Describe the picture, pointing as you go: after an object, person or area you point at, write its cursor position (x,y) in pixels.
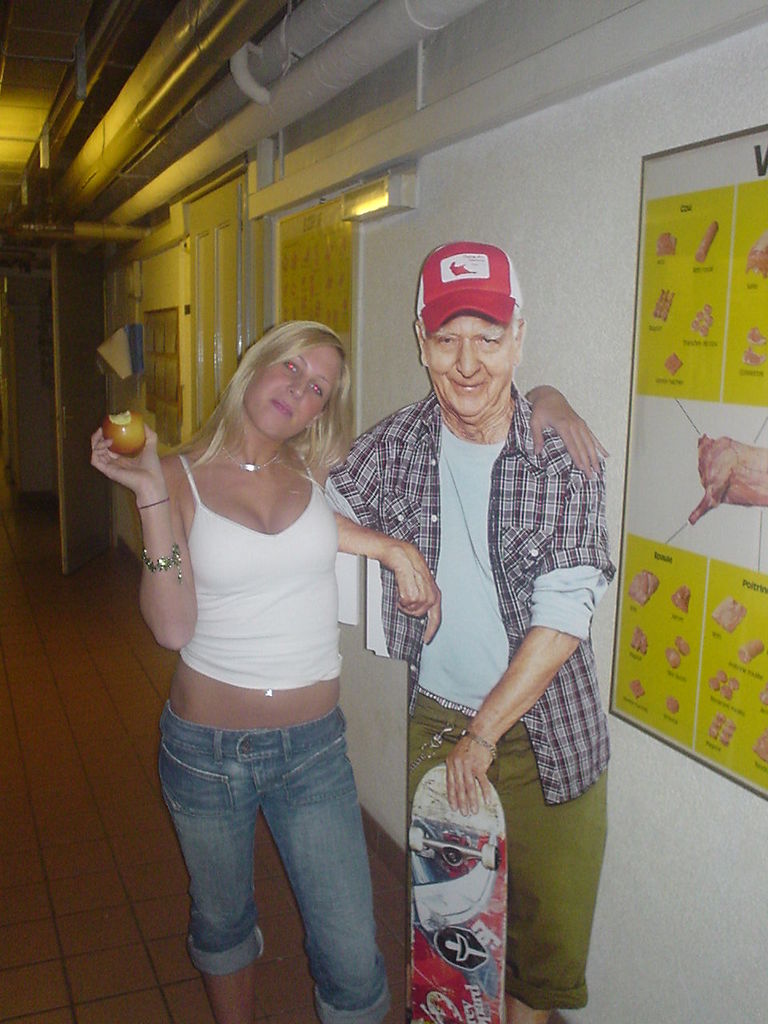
In this picture I can see a woman (288,507) in front (260,408) who is holding a fruit (116,428) in her hand (95,440) and I see a cardboard (392,442) side to her which is of a man (506,671), who is holding a skateboard (426,830) in his hand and I see the path (7,798). On the right side of this image (538,173) I see the wall (679,97) on which there is a paper (702,316), on which there are few pictures (755,467) and I see something is written and on the top of this image (144,78) I see the pipes (189,78).
